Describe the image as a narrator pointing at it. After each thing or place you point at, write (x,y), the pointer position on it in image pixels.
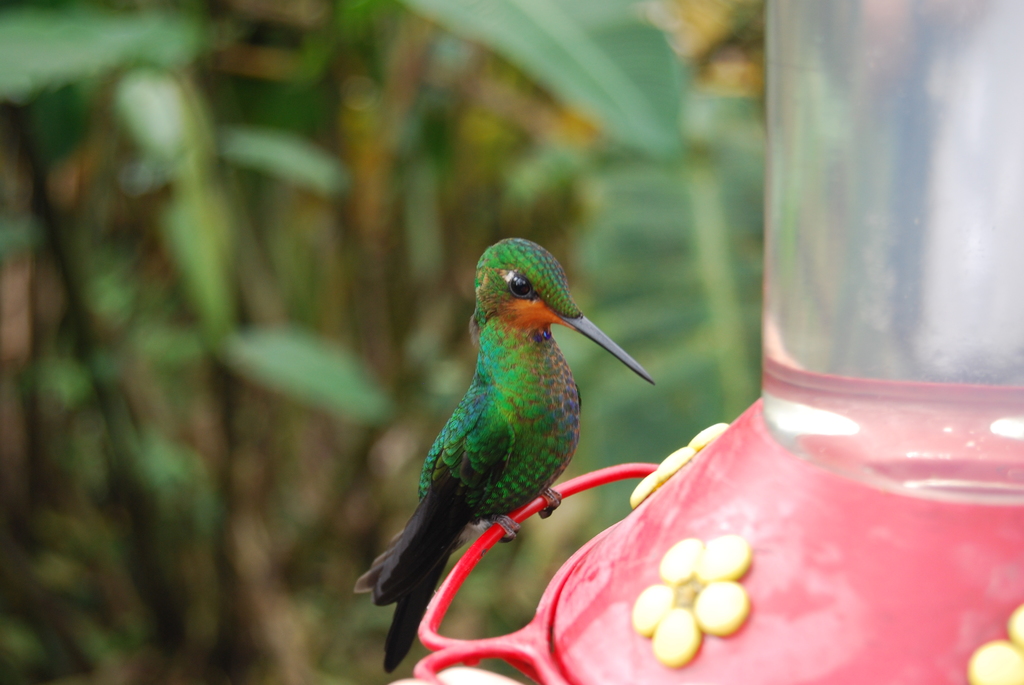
In this picture we can see a bird (526,431), in the background (695,213) we can see few plants (285,215).
